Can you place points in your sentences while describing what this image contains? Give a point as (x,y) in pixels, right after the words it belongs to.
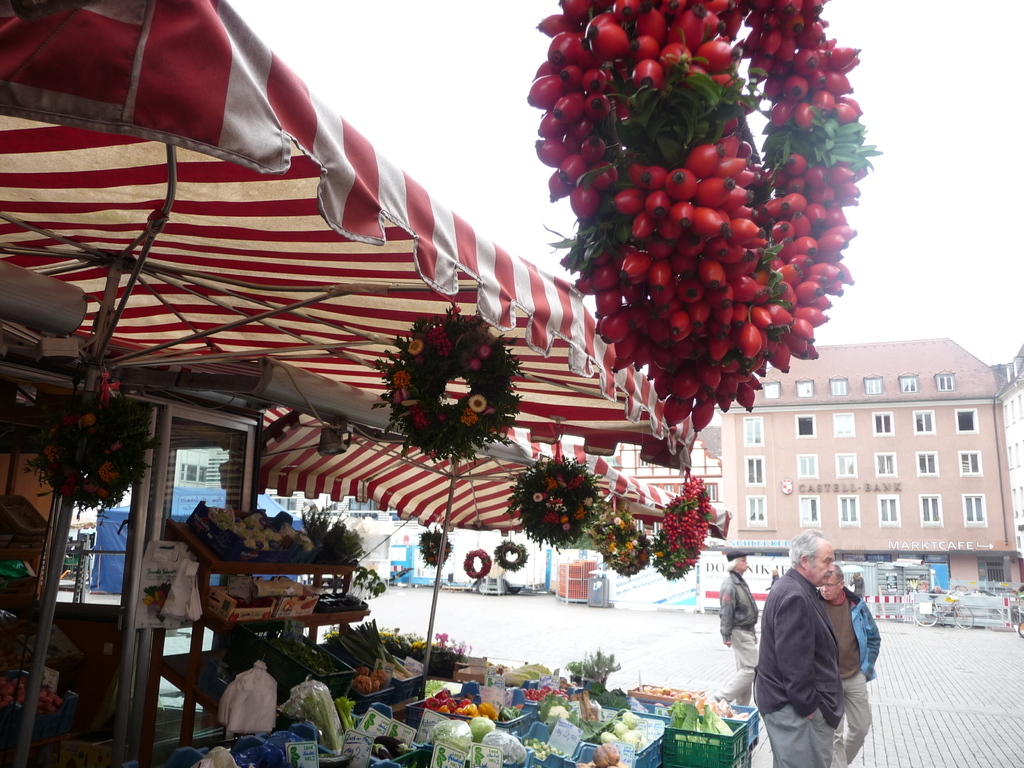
In this image there are buildings (1015,499), vehicle (937,607), tent (21,58), store (417,274), baskets (716,737), people (797,579), sky (879,202), rods (84,549), racks (195,556), vegetables (679,716) and objects (381,732).
